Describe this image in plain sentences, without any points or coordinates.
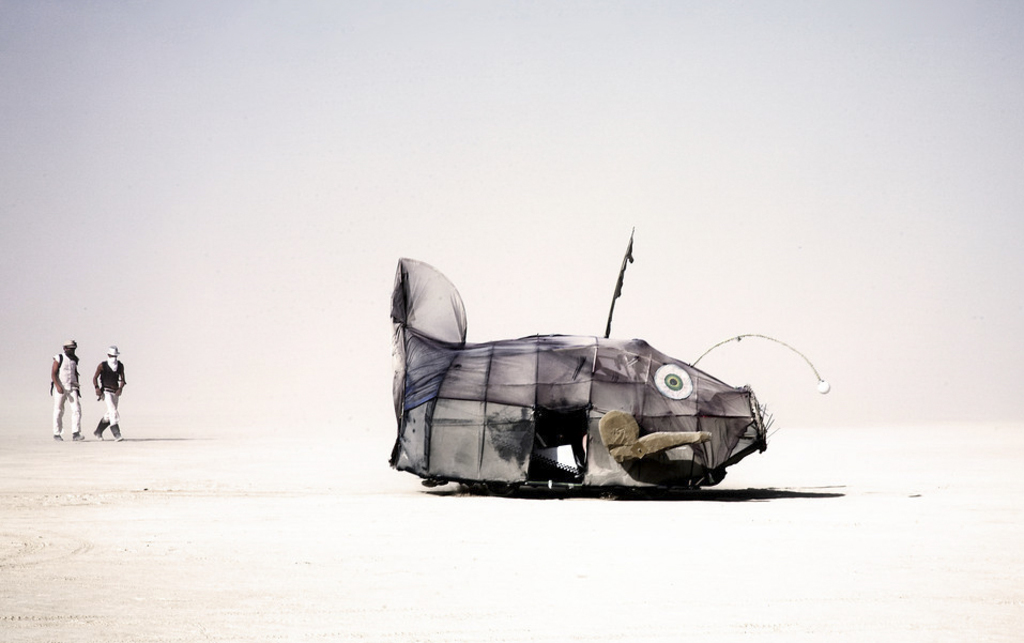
On the left side of the picture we can see people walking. In this picture we can see a tent house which is in the shape of a fish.
